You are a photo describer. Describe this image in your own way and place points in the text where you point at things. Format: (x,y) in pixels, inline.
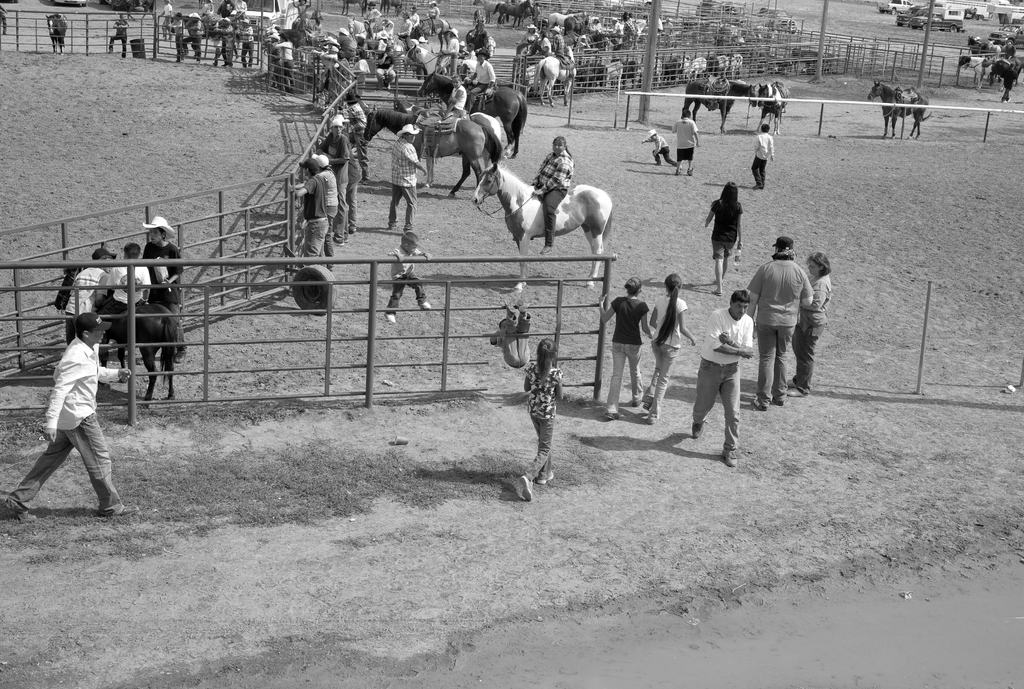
In this black and white picture few persons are walking on the land (767,223). Behind the fence (133,336) a person (112,297) is sitting on the horse (139,320). Beside him there is a person (170,290) standing and he is wearing a cap (169,228). Left side (92,347) there is a person (87,331) walking and he is wearing a cap (99,327). Few persons (430,7) are sitting on the horses (466,146). Top of the image (938,9) there are few vehicles (944,21) on the land (145,26).
